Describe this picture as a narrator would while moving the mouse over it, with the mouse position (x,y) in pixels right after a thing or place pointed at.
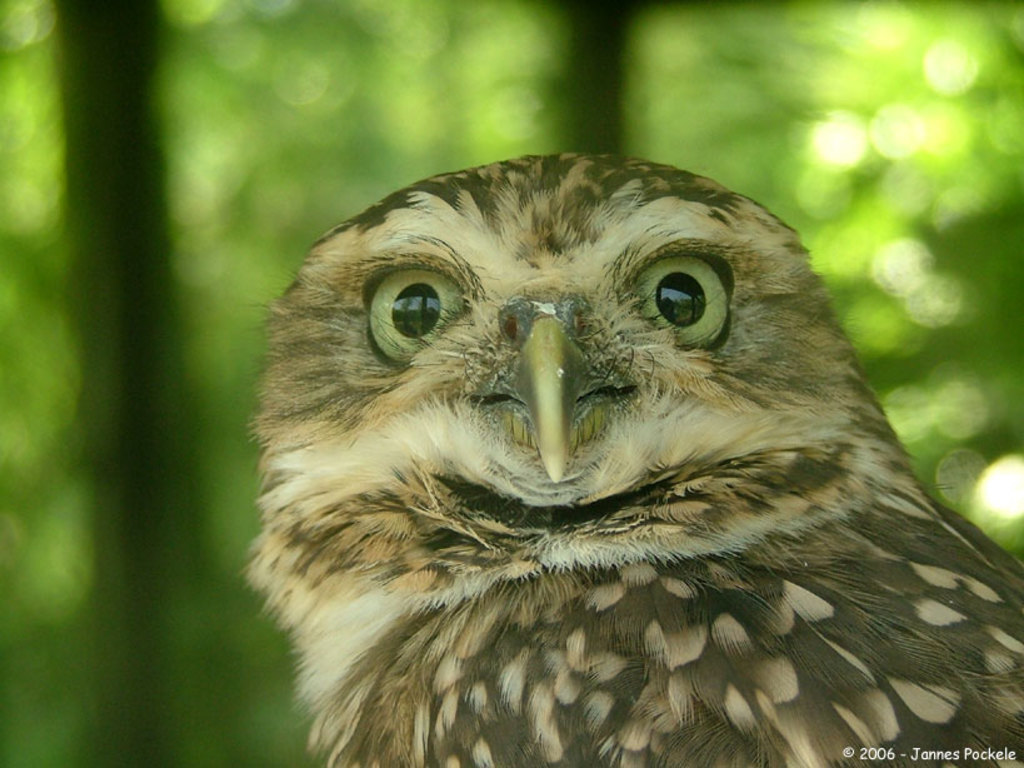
In this picture I can see an owl (418,311), there is blur background (984,303) and there is a watermark (925,757) on the image.
